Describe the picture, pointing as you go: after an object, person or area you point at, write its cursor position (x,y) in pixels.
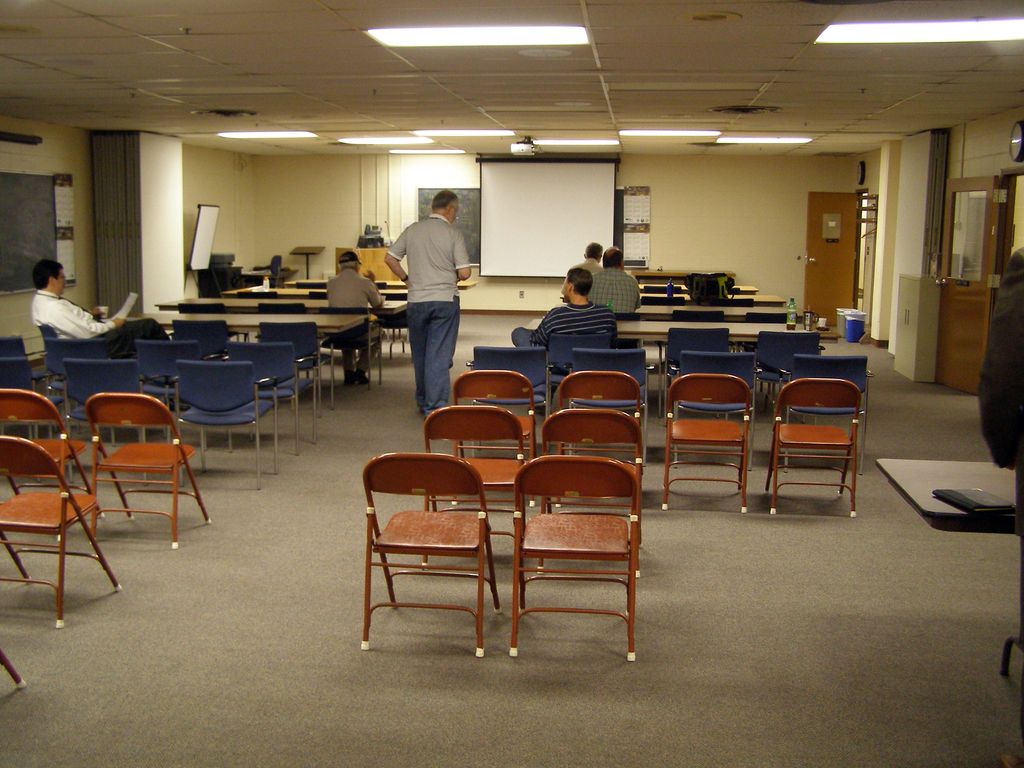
This picture describes about group of people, they are seated on the chairs (534,359), and a man (432,292) is standing, in front of them we can find a projector screen (532,199), a notice board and few lights (623,132), and also we can see a bottle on the table (753,324), on the right side of the image (852,320) we can see few dustbins (841,325).
